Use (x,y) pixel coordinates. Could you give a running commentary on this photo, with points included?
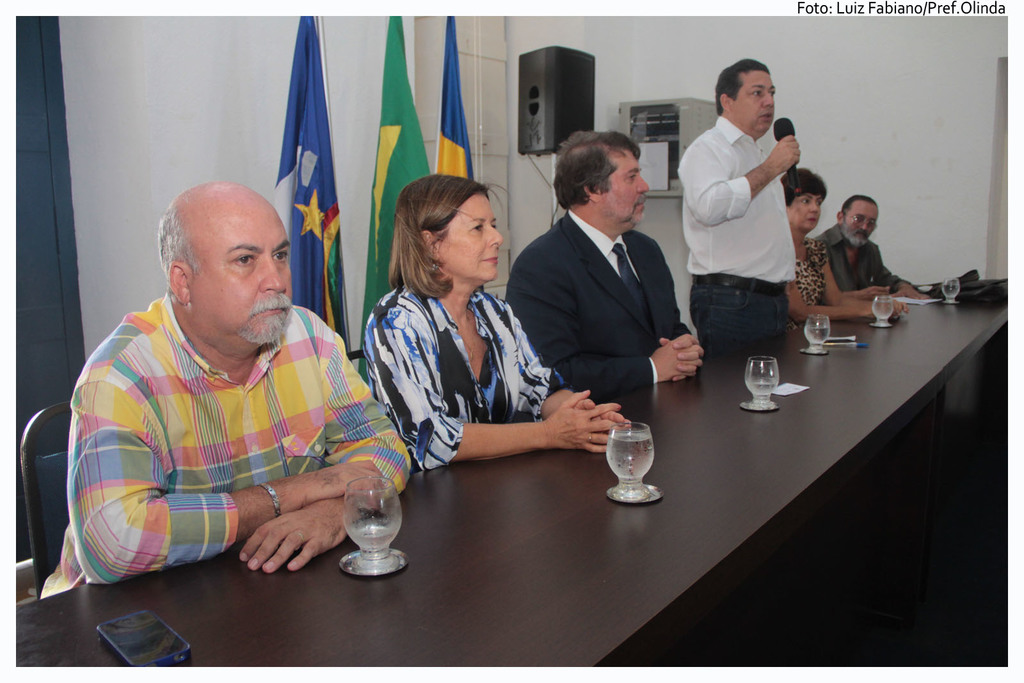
In this picture we can see persons (403,254) sitting on chair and one is standing and holding mic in his hand (779,157) and talking and in front of them there is table (898,357) and on table (959,338) we can see glass (380,536), mobile (168,658), paper (797,387) and in background (268,91) we can see three flags (391,137), wall (180,106), speaker (569,106).
